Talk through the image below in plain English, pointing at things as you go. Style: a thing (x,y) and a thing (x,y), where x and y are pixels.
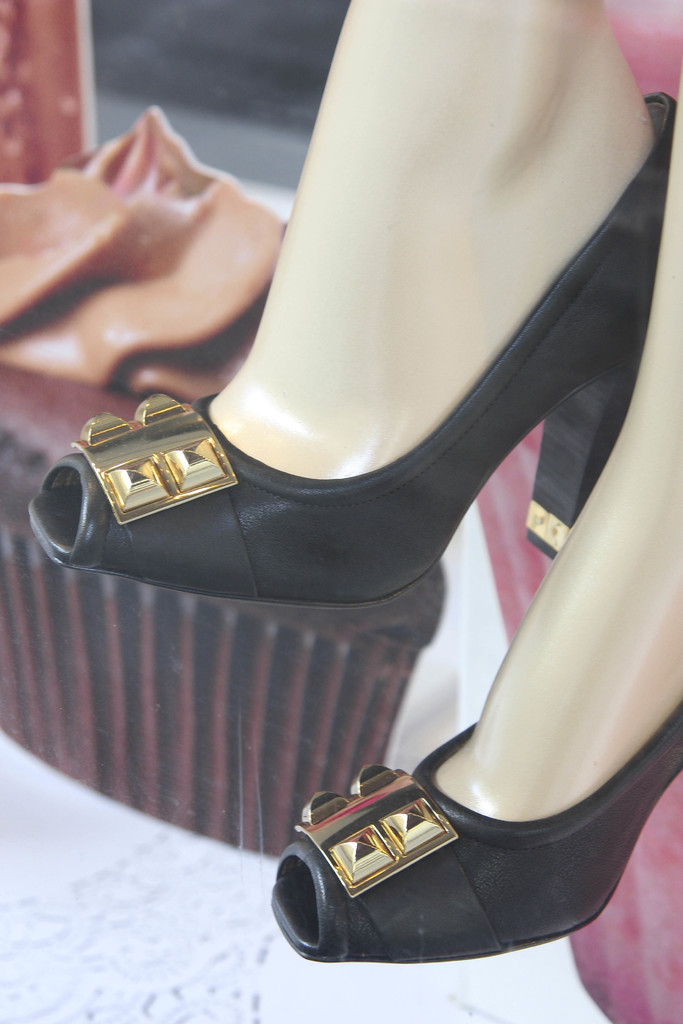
This picture shows black colored women footwear (678,754).
